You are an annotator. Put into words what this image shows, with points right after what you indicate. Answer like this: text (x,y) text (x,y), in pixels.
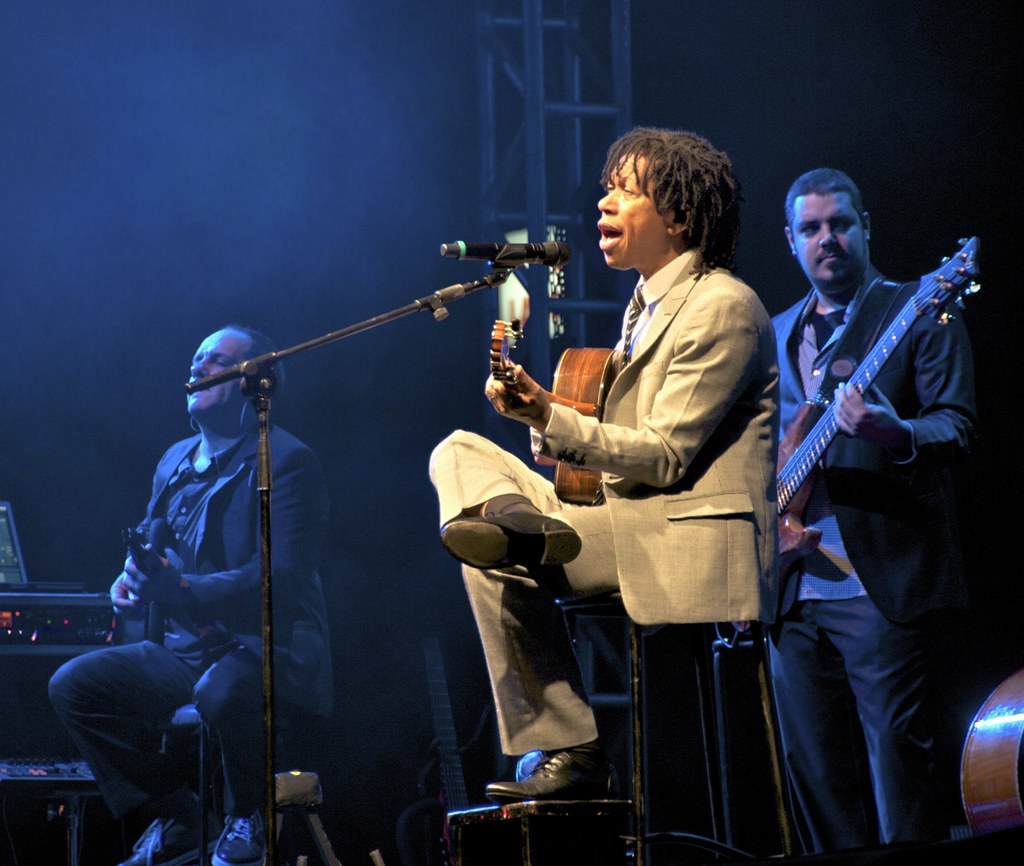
In this picture we can see two persons (532,548) sitting and playing guitar (557,475). And this is the mike (519,257). And on the back of him a person (829,328) is standing and playing a guitar (874,372). And these are some musical instruments (15,774).
